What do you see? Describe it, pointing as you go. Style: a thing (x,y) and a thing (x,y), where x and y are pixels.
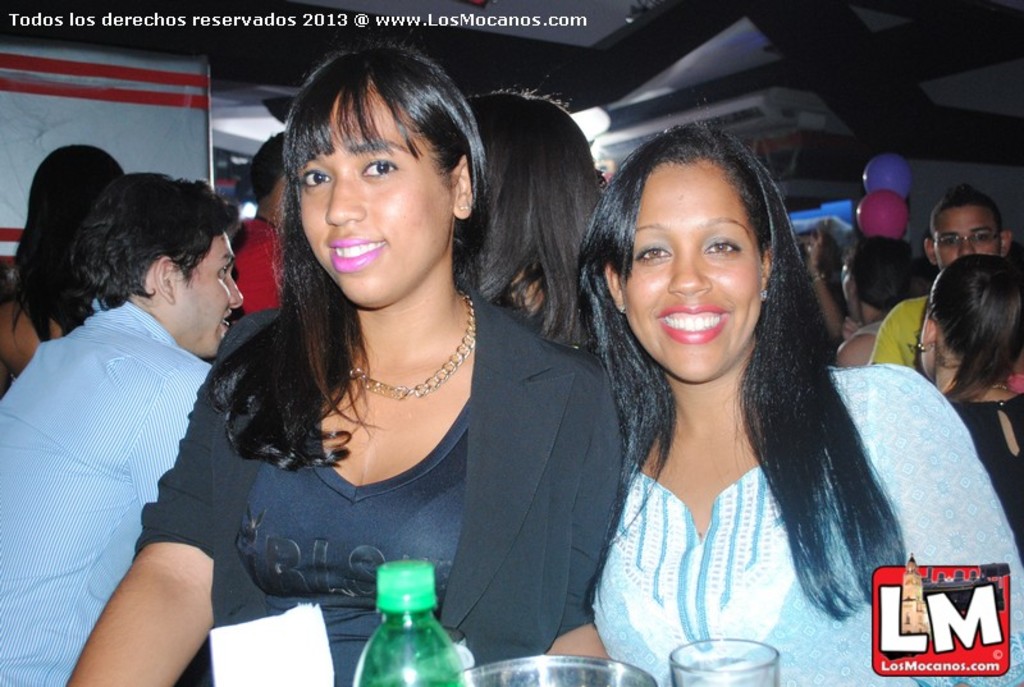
This picture describes about group of people (404,364), in the middle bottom of the image (451,673) we can see bottle (399,667) and glasses (698,667) on the table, in the background (881,182) we can find balloons (878,204).
